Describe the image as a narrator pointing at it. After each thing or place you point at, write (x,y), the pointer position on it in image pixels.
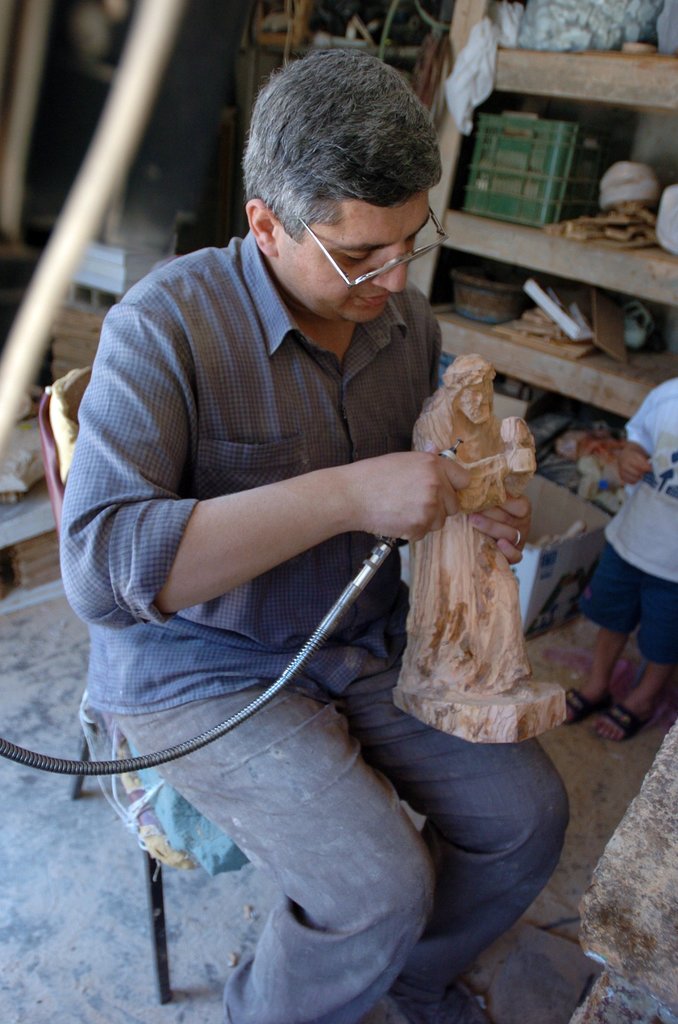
This man (306,455) is sitting on a chair (171,849), holding a wooden sculpture (473,429) and an object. In that rack (508,370) there are things (574,430). On the floor (597,826) there is a cardboard box (591,540) and things (34,483). Here we can see a kid (626,563).
